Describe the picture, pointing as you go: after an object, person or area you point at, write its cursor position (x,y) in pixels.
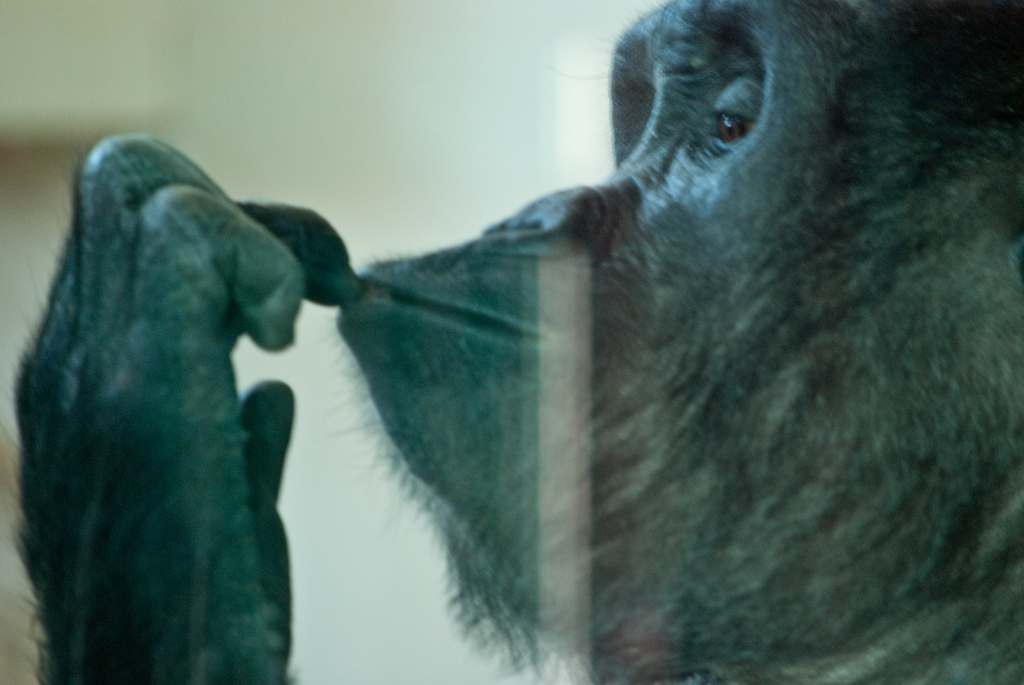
In this image we can see a chimpanzee (597,467) and maybe a window (597,520).
